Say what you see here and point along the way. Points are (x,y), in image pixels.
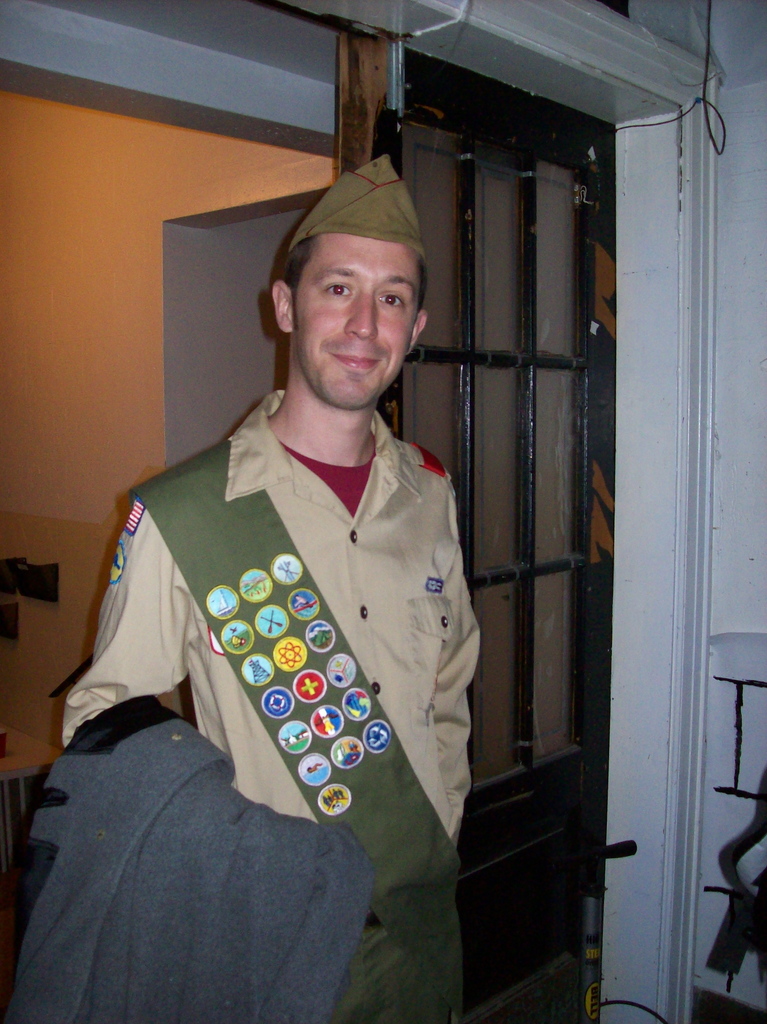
In this picture we can see a man (372,587) and he is smiling. He is holding a cloth (105,827) with his hand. In the background (77,643) we can see wall (3,270).
